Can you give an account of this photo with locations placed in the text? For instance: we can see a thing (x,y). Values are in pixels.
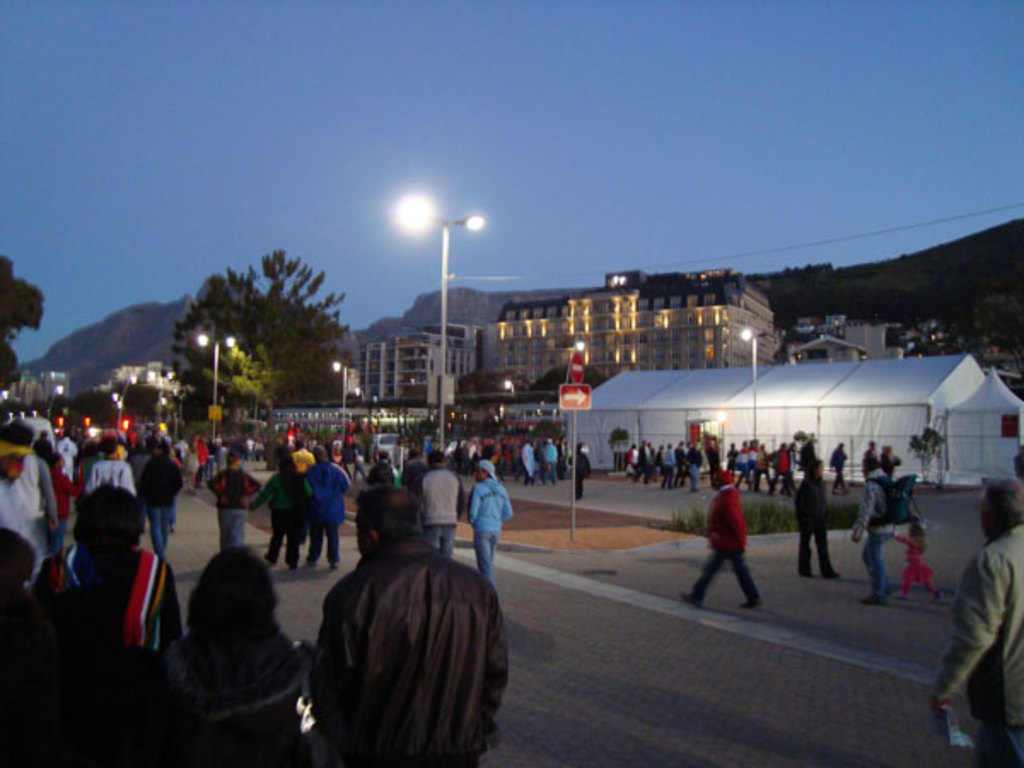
This is looking like a busy street (211,515). There are many people (114,475) on the street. In the background (581,328) there are building (497,349), trees (93,408), hills (919,298). Beside the road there are street lights (228,342). This is a tent (765,422).
